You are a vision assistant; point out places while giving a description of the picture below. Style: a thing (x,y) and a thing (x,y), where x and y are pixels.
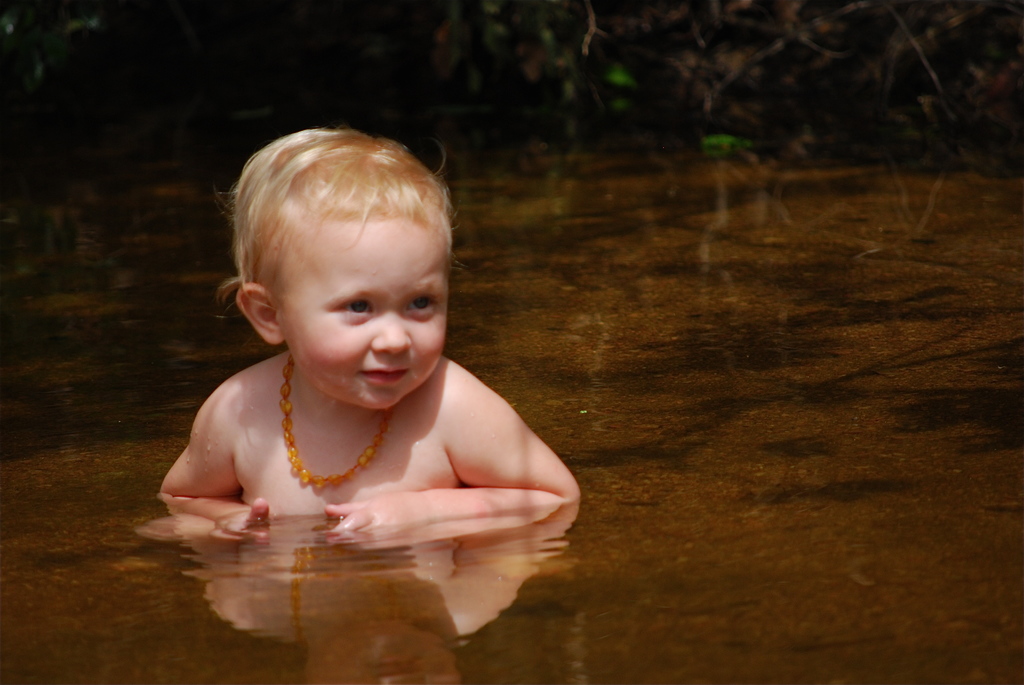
In this image I can see the person (262,376) in the water (578,553). In the background (790,1) I can see few plants (577,81) in green color.
